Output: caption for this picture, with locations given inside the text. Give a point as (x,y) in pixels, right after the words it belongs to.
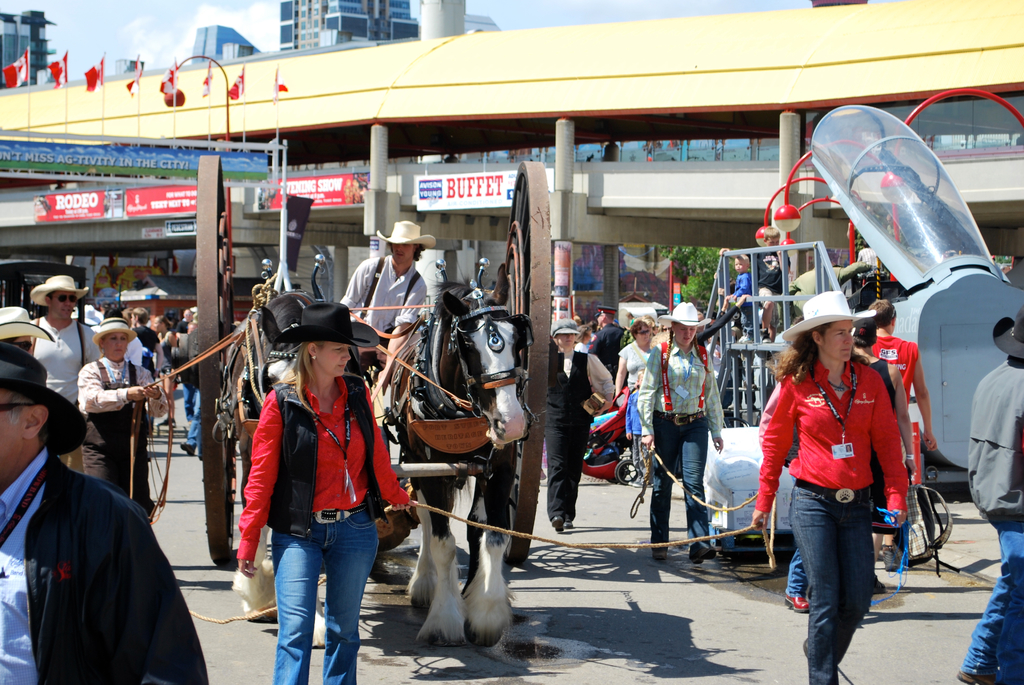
The picture is of outside. On the right (850,362) there is a woman (864,416) wearing red color t-shirt (875,413), white color hat (827,311), holding a rope (771,550) and walking, behind her we can see a vehicle (913,294) and lights (795,209) attached to the pole (850,232). On the left (53,416) we can see a group of people (90,440) seems to be walking. In the center (514,367) we can see a horse (487,374) and a vehicle (509,272) attached to the horse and there is a man (386,296) wearing white color shirt (392,300) and sitting on the vehicle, in front of that there is a woman (335,425) wearing red color shirt (354,443), black color hat (321,313), holding a rope (422,508) and standing. In the background (658,339) we can see group of people (640,333) walking and many number of flags (90,79) attached to the board (133,155) and a building (341,39) and we can see the sky (602,11) and a shed (584,72).
